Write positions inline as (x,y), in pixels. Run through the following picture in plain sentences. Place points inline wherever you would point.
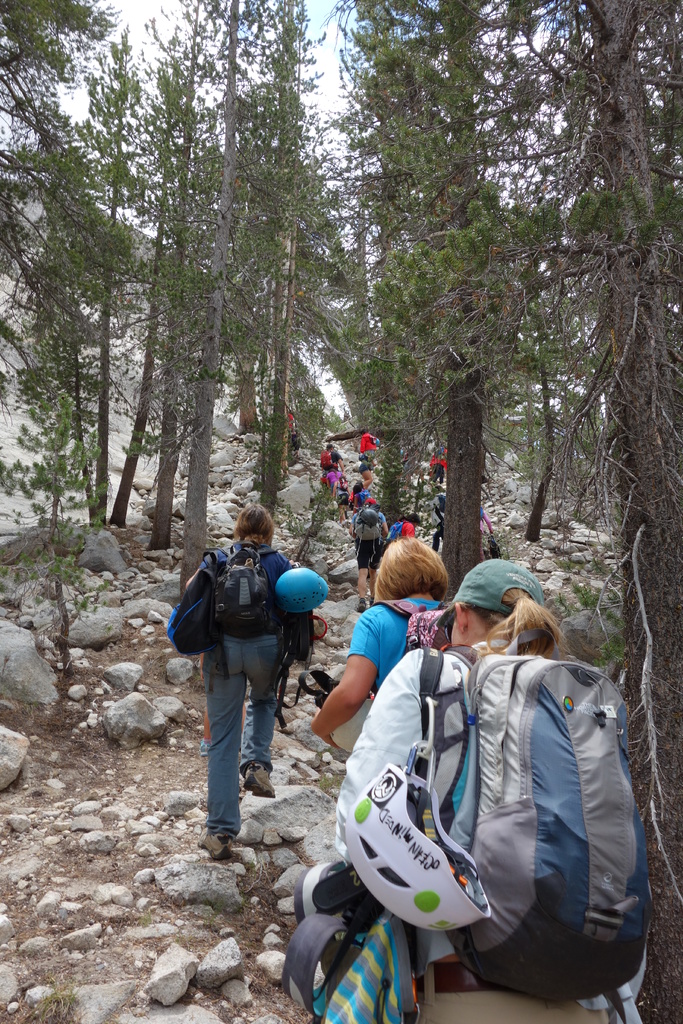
This image is clicked in trekking place (89,756), there are trees (146,323) on the top of the image (370,206). And there persons (381,714) who are trekking are there in the image. two women (398,718) are in the middle of the image (379,664). And one woman (239,669) is also in the middle of the image (378,648) and there are rocks (219,877) on the right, left side (193,881) corner. All people (512,626) are holdings bags (514,846) and helmets (409,827) caps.
